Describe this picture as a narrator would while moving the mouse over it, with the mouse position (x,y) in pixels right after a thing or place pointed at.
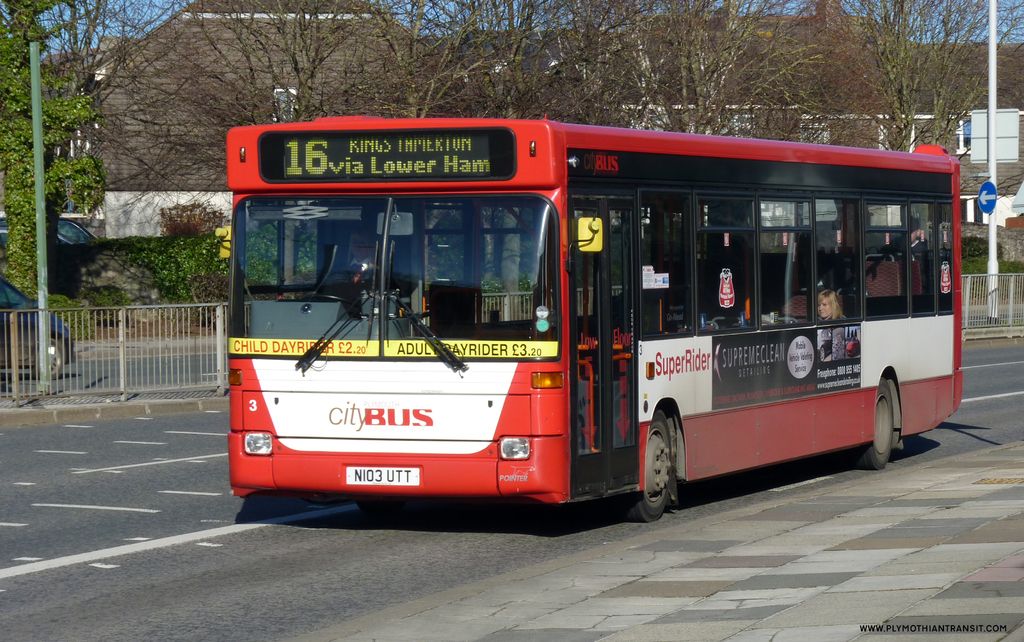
In this picture there is a red color bus (377,272) in the center of the image (393,248) and there is a boundary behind it, there are houses (818,138), poles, and trees (776,132) in the background area of the image (872,124).
